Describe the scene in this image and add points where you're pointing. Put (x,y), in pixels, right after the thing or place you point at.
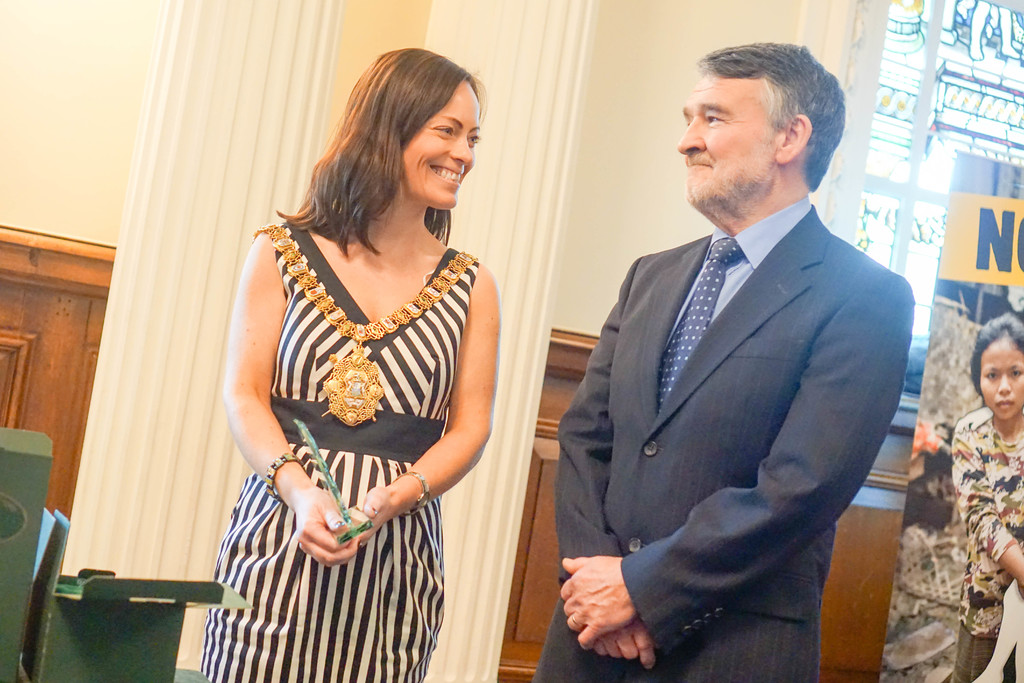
This picture shows a man (611,548) and a woman (336,647) standing with a smile (465,169) on the faces (445,167) and we see women (434,158) wore a ornament (333,400) and she is holding an award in her hand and we see couple of boxes (68,638) on the table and hoarding (1002,402) on the back (964,234) and we see a woman (989,432) on the hoarding (967,550).
